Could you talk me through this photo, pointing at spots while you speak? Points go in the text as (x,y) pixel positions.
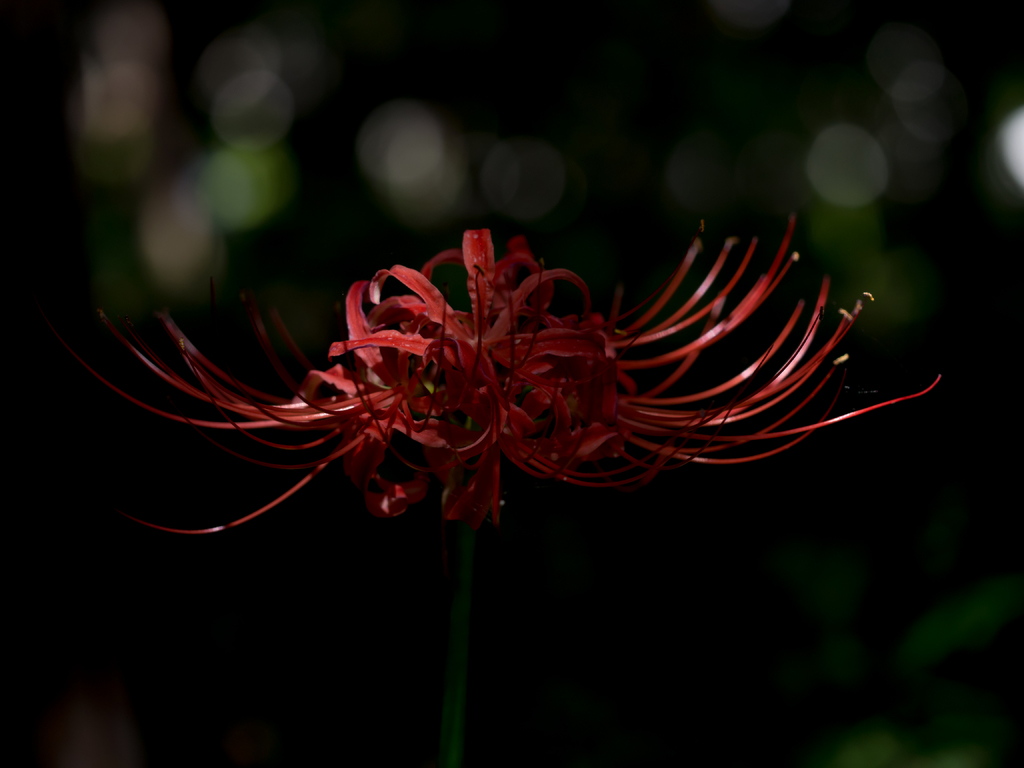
In the picture we can see a flower (488,416) with red color petals (445,428) with stem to it.
